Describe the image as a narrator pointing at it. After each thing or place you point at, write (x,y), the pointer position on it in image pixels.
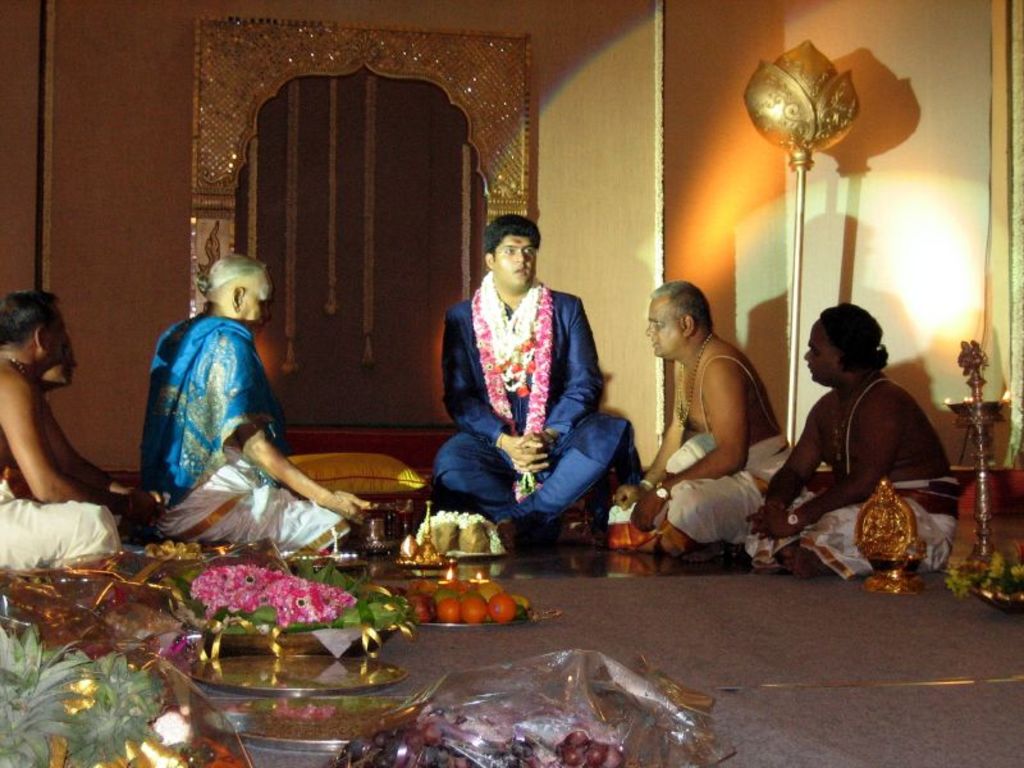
There is a person (523,301) in blue color suit (570,343), wearing garland (536,377) and sitting cross-legged, along with other persons (894,435), who are sitting on the floor (672,584). There are fruits (451,599) and other objects (440,552) on the floor (761,602). In the background (771,14), there are garlands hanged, and there is a wall (560,34).
